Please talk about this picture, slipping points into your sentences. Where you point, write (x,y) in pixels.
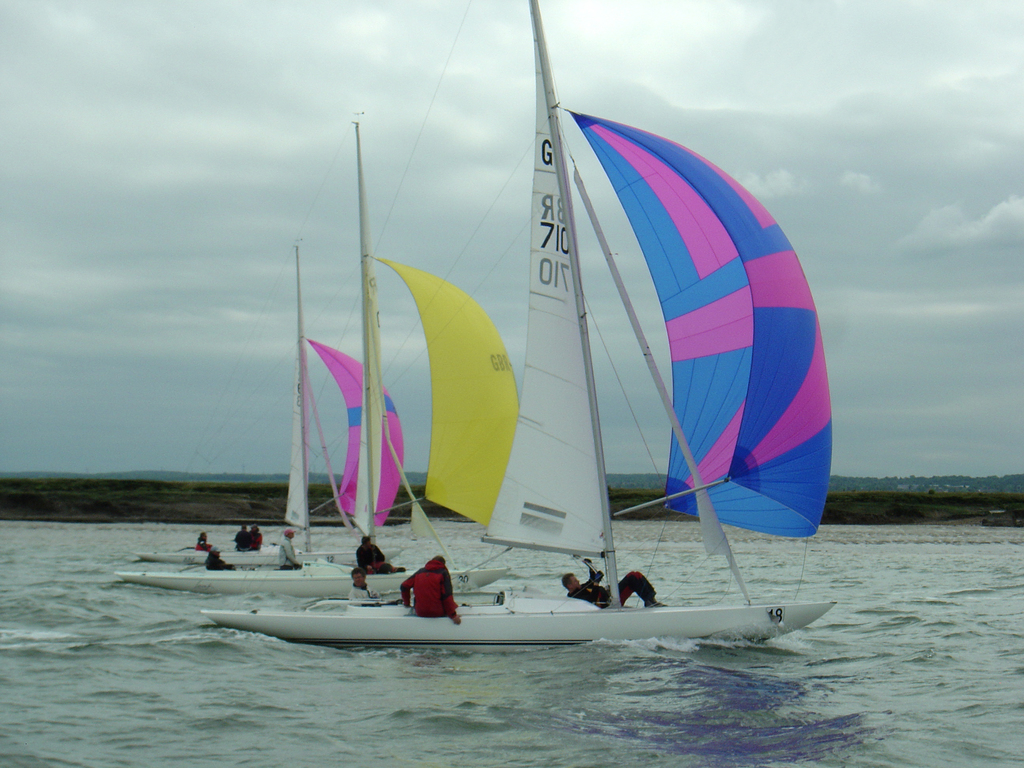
At the bottom of this image (364,570), we can see there are persons (240,547) in the white color boats (340,553), which are on the water (114,646). In the background (79,512), there are trees (1012,491) and mountains (961,484) on the ground (316,514) and there are clouds (626,58) in the sky (963,225).
